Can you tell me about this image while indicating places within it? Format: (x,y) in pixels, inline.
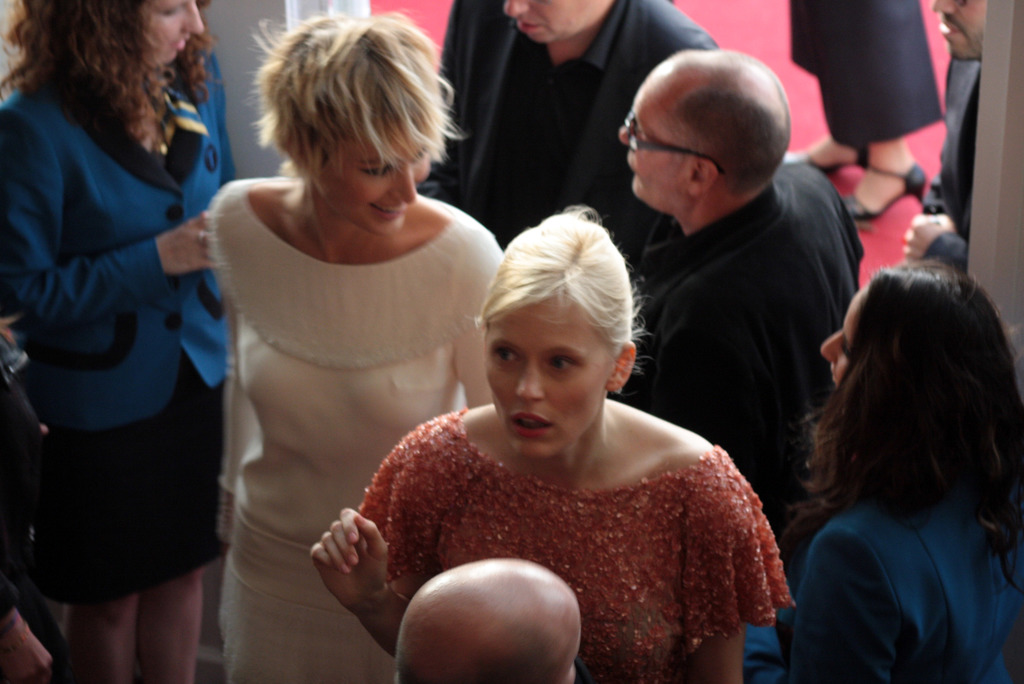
In this image I can see in the middle (393,389) a woman (402,315) is smiling, there are people (129,121) around her.
